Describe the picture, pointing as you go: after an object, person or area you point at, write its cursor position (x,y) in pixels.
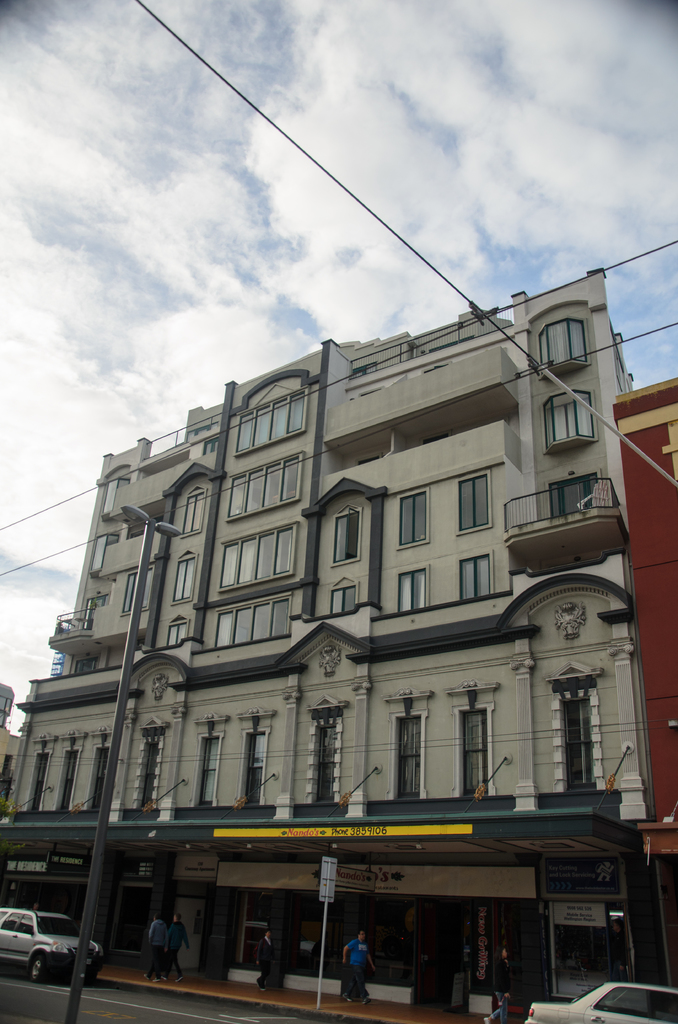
In the image there is a building (307,640) and in front of the building (175,883) there are two vehicles (662,1014) on the road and there are some people (157,941) walking on the footpath (316,993) beside those vehicles (12,928), there is a street light (142,570) and there are few wires (430,340) in front of the building (567,415).
